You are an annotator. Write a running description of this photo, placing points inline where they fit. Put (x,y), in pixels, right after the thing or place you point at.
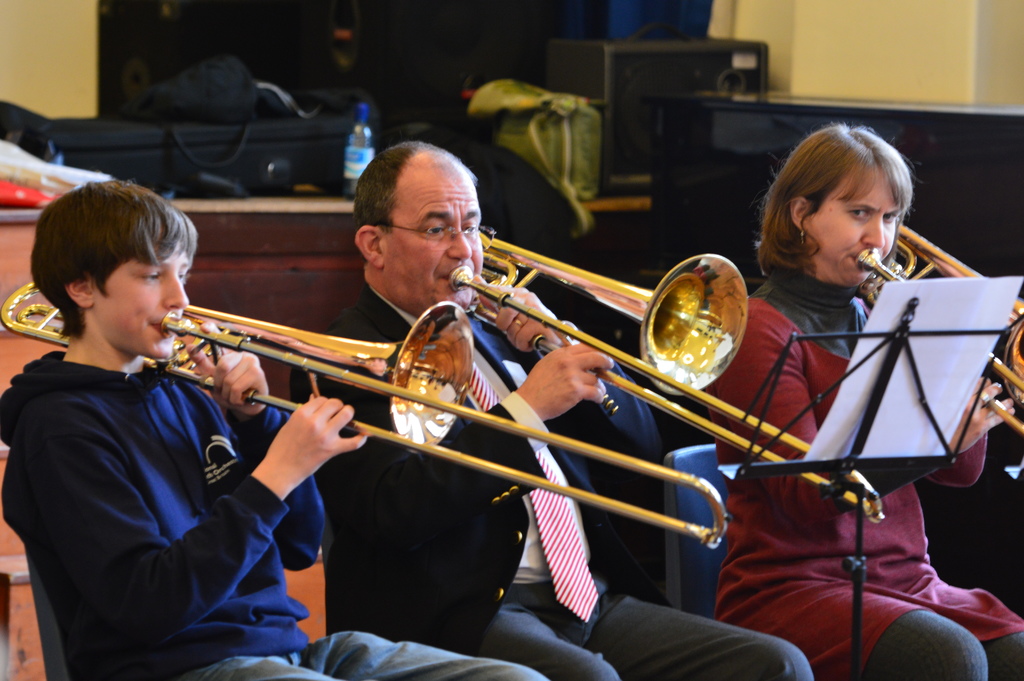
In this image we can see persons (114,489) blowing trombones (652,523). In additional to this we can also see bags (178,103), cupboards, stand (867,471) and a paper (891,386) kept in it.
